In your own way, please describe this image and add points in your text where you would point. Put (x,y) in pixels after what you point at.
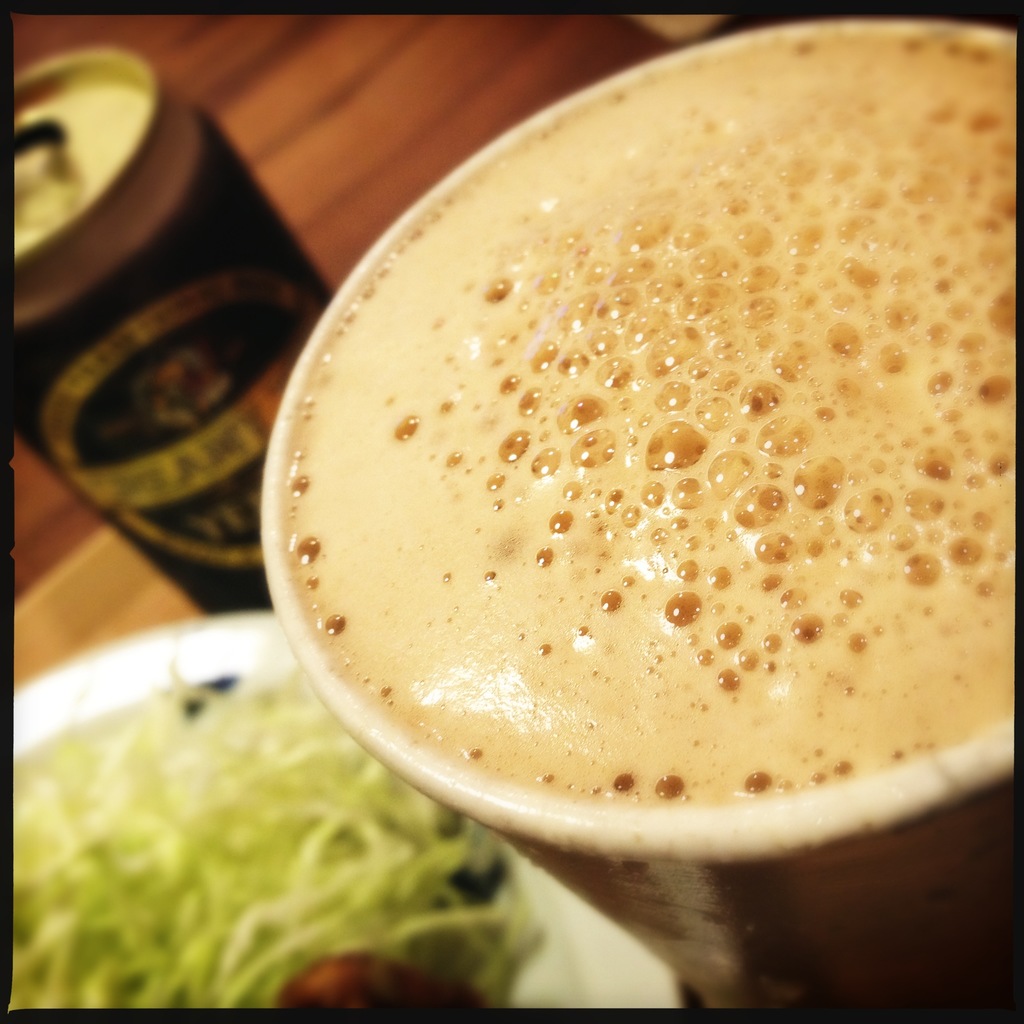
On the left side of the image (182,587) we can see a tin (126,463) and a plate (213,643) in which food item (201,849) is there. On the right side of the image (729,354) we can see a drink (625,696) in a glass (780,954).
